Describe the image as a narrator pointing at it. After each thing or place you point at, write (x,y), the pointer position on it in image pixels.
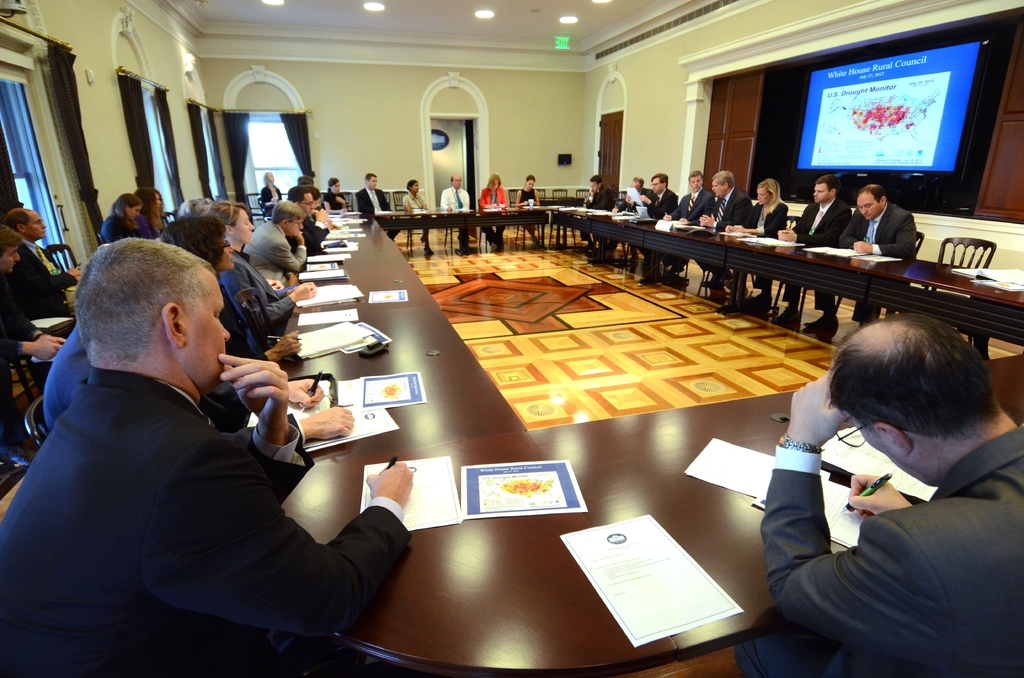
In this image I see number of people (152,256) who are sitting on chairs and there are tables (948,269) in front of them on which there are papers (967,275). In the background (3,192) I see the doors (48,202), curtains (58,54) and a screen (951,45) over here.
